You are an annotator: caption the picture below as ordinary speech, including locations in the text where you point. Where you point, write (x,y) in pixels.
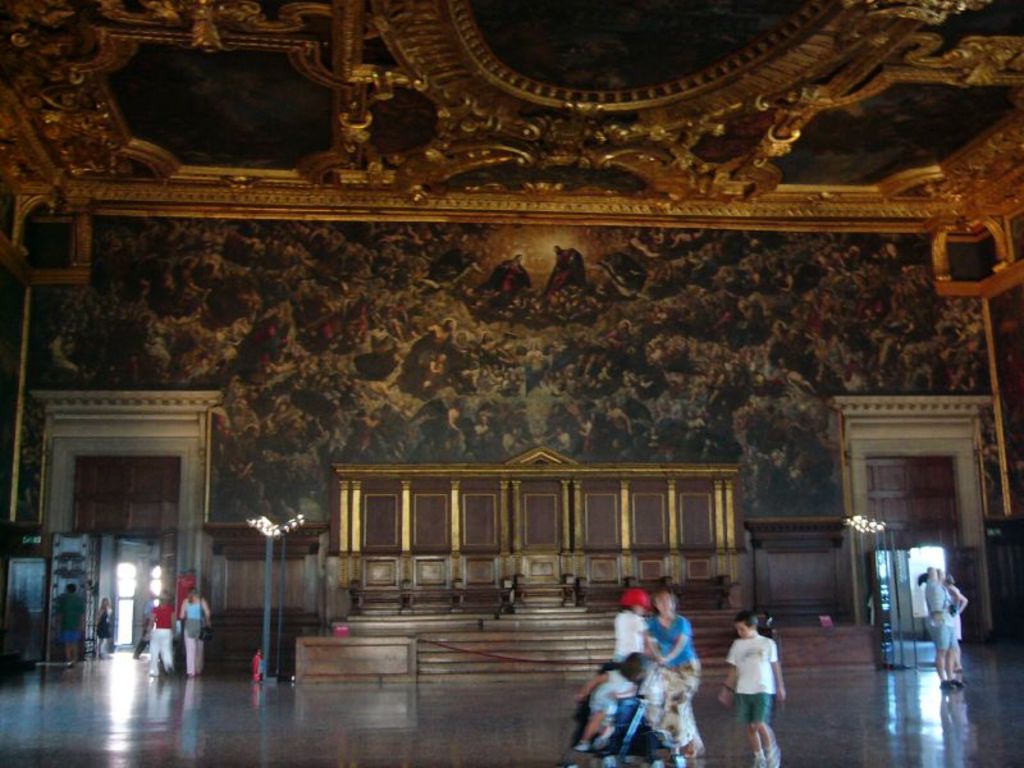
In this image there are persons (681,695) standing, walking and sitting. In the background (487,461) there is a wall (694,346) and on the wall (679,328) there is a painting (443,344) and there are doors (917,535).
